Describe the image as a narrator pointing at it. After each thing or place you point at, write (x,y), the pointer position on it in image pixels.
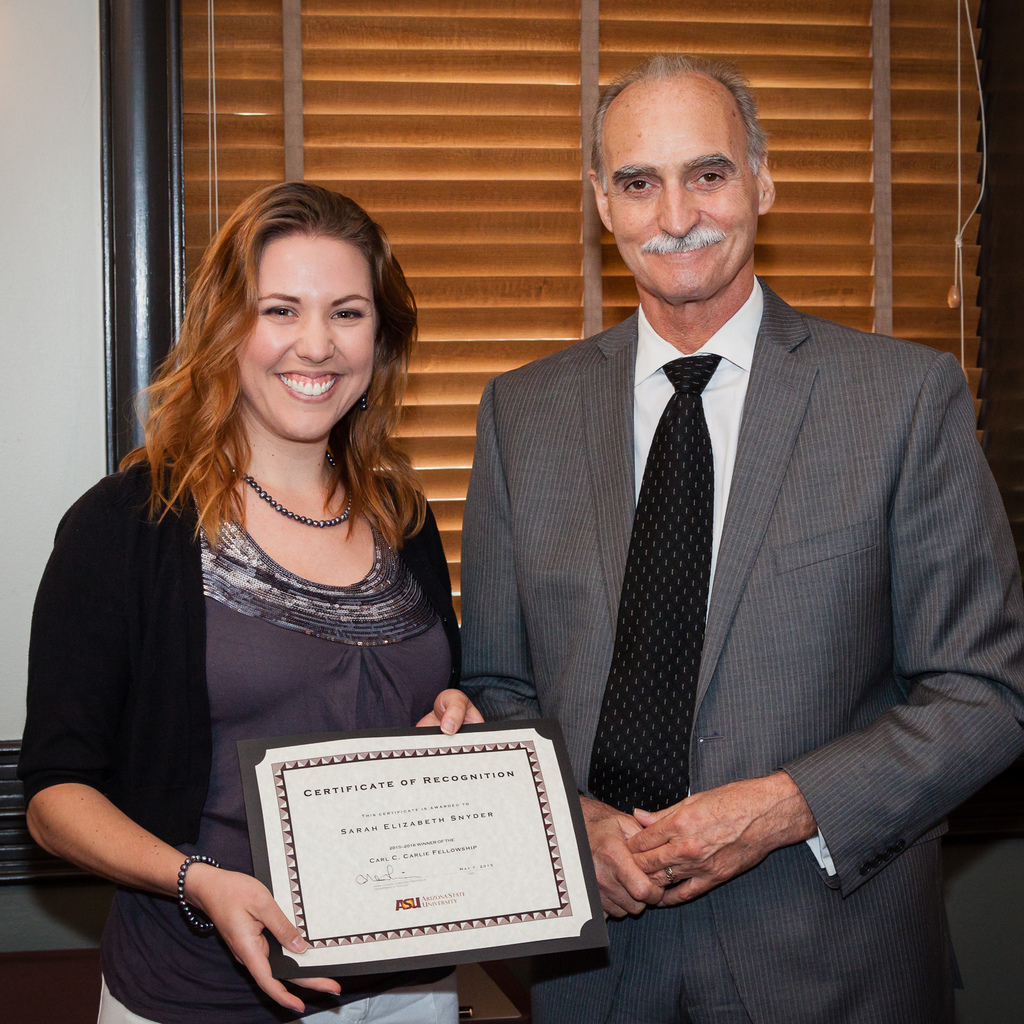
In this image we can see two persons (575,399) standing and smiling, among them, one person (388,491) is holding an object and in the background (541,142) we can see the wall (33,382) and a shutter (523,142).
